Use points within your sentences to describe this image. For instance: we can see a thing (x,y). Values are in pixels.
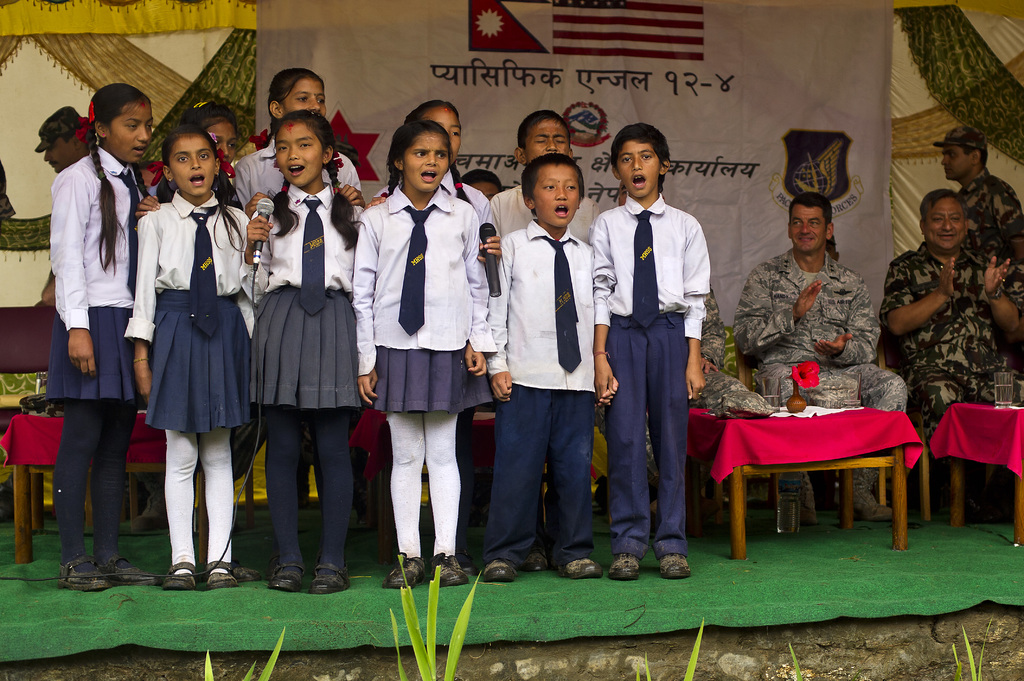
In the image we can see there are kids (385,278) standing on the stage (406,596) and they are holding mic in their hand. Behind there are men (841,320) sitting on the chairs (41,355) and there is a green carpet (627,615) spread on the floor (960,582).
